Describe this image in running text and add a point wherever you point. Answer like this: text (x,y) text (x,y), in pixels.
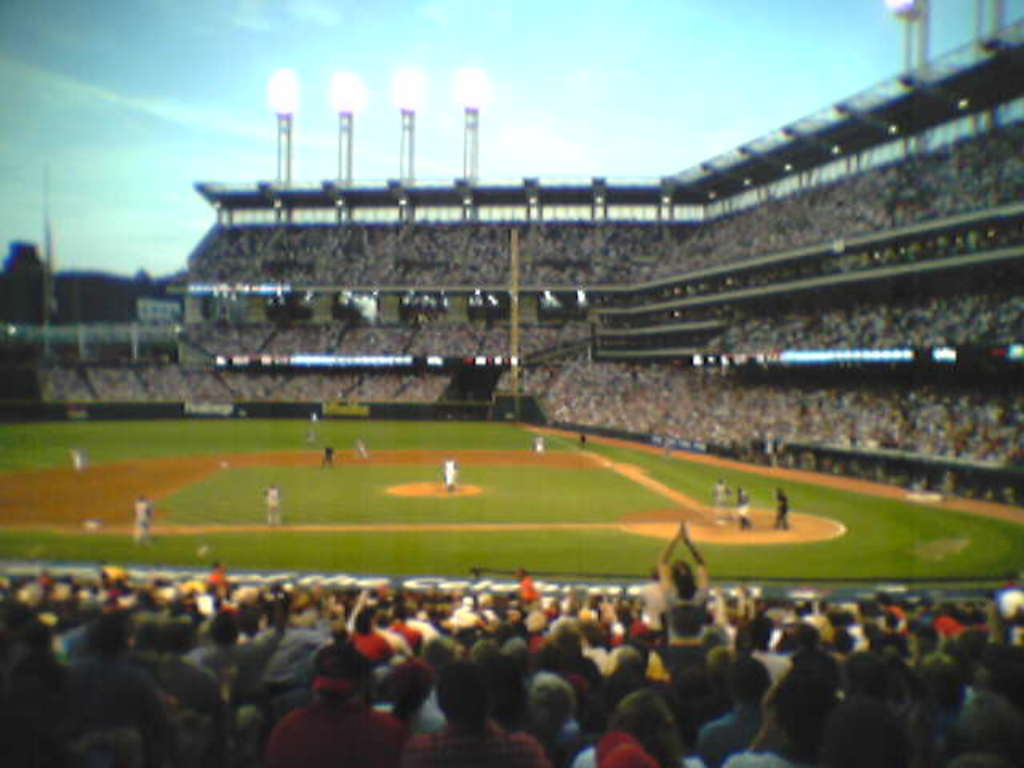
This picture shows a stadium (26,380). We see players (743,491) playing on the green field (508,525) and we see audience (238,255) seated and watching and we see lights (890,4) and a blue cloudy sky (491,60).
